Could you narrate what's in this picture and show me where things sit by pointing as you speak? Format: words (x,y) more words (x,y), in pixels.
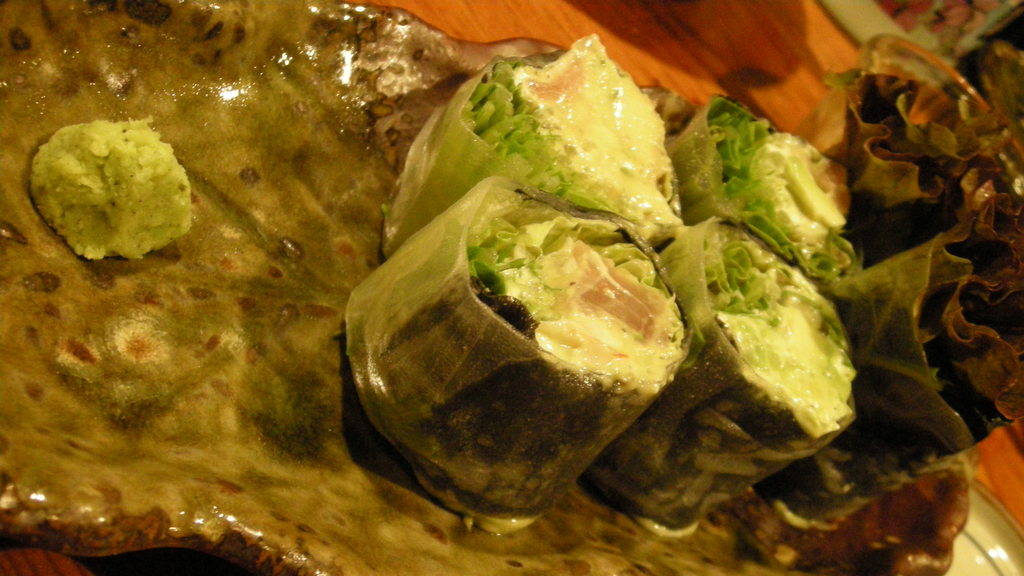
Here we can see food items (401,319) in a plate (398,39) on a table (680,3) and we can also see some other items (993,542) on the table (714,65).
